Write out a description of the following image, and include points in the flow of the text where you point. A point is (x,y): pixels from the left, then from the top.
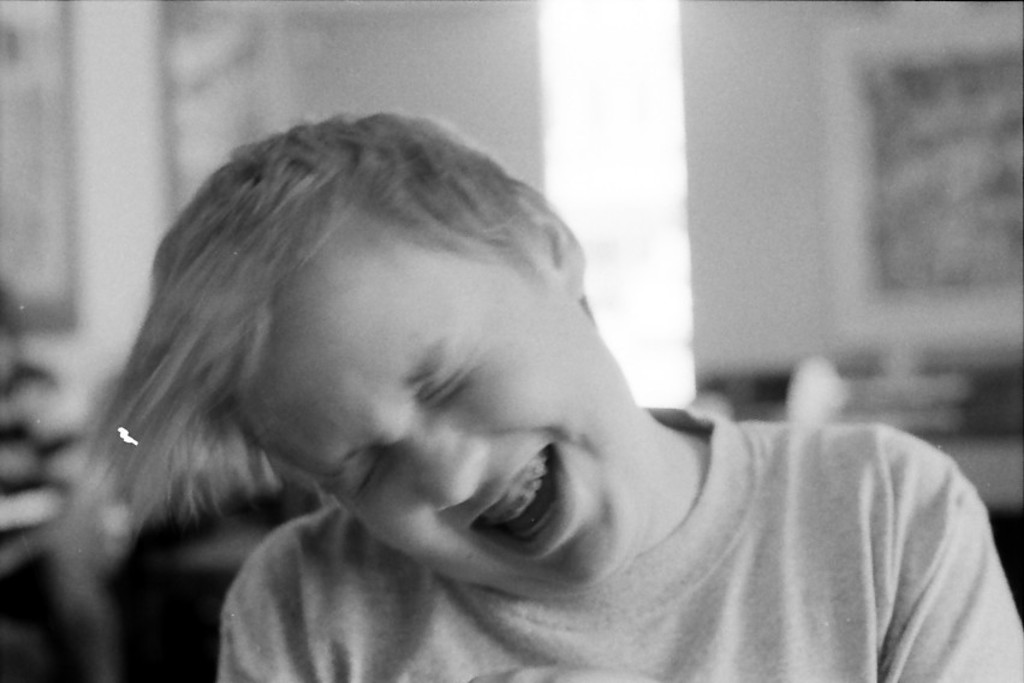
It looks like a black and white picture. We can see a person (513,498) and behind the person (397,484) there is the blurred background (22,257).
